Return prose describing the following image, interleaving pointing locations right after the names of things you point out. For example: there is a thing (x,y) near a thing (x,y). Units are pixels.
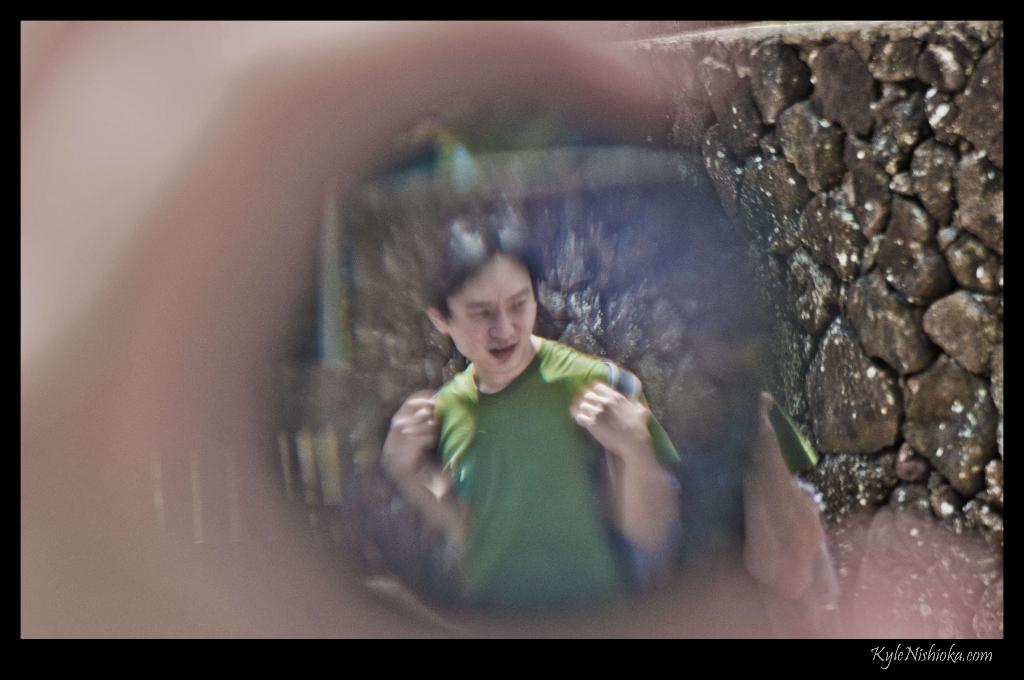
In this image I can see a person (532,416) wearing green colored t shirt (534,436) and a bag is standing and a rock wall (845,254). I can see few other blurry objects (247,310).
